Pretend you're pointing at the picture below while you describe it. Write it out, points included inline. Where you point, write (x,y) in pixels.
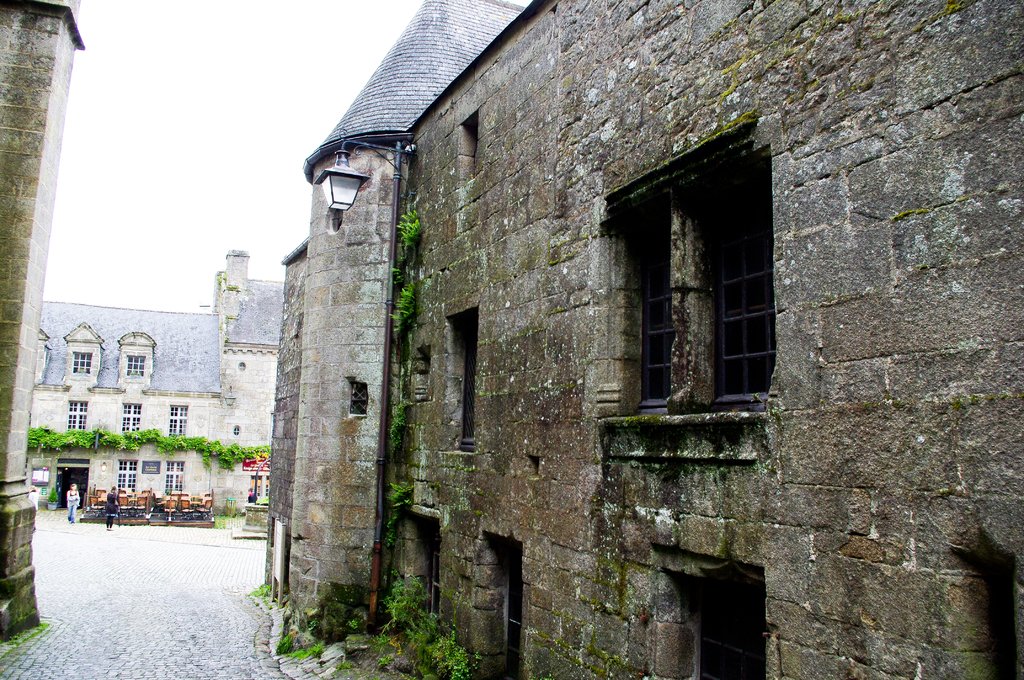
This image consists of a building (415,442) in the middle (515,433). There are plants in the middle (411,241). There are two persons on the left side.
